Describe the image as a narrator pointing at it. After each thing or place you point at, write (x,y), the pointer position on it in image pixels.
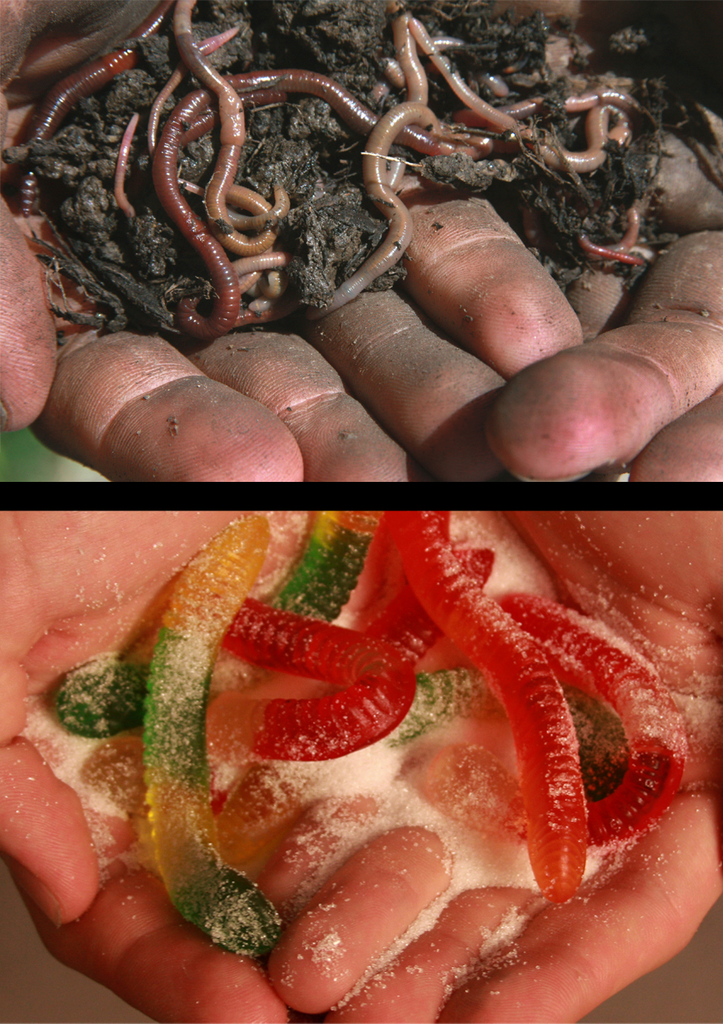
I see this is a collage image and I see persons hands (586,986) on which I see few colorful jellies (428,575) over here and I see the white color powder (98,809) and in this image I see the black mud (301,163) and insects (92,65) which are of brown and cream in color.
